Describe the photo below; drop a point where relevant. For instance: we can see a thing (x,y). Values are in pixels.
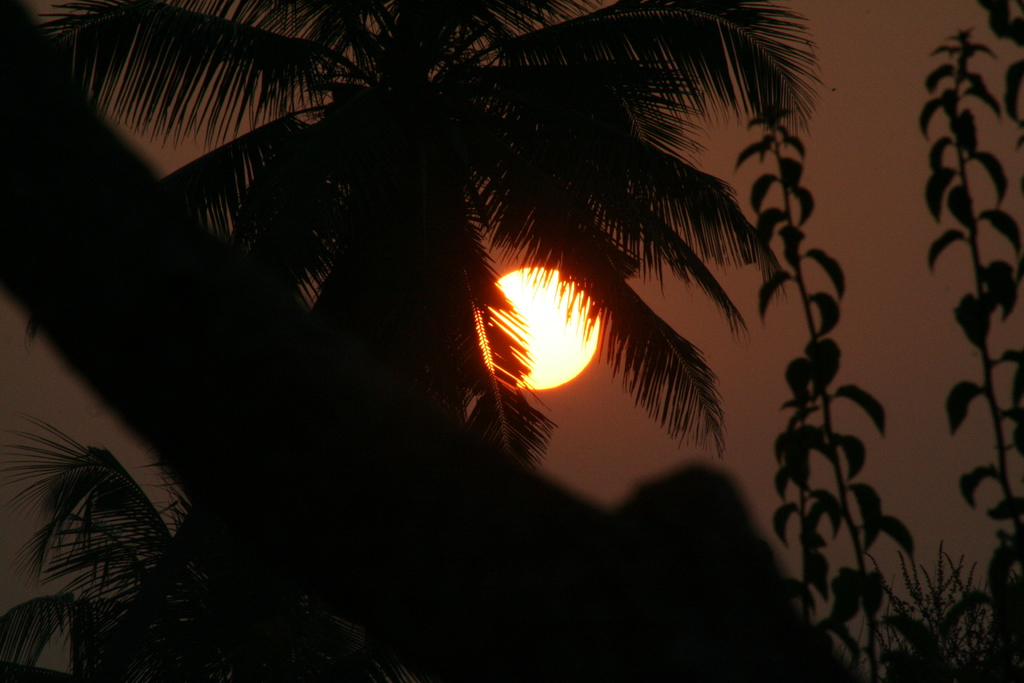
In this picture we can see trees (534,169) and in the background (921,306) we can see the sky (901,139).
